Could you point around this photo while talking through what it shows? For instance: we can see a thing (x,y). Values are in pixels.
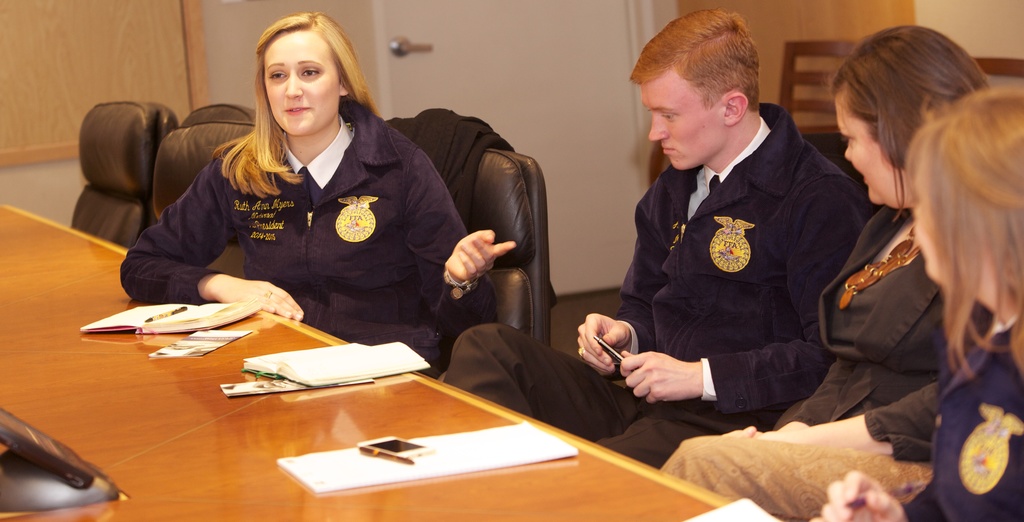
There are people (345,266) sitting in front of a table (375,380) in the foreground area of the image (223,415), there are papers (331,477), pens (365,453) and a phone (409,457) on the table (405,425), it seems like a bench (806,79) and door (392,72) in the background (431,78).
